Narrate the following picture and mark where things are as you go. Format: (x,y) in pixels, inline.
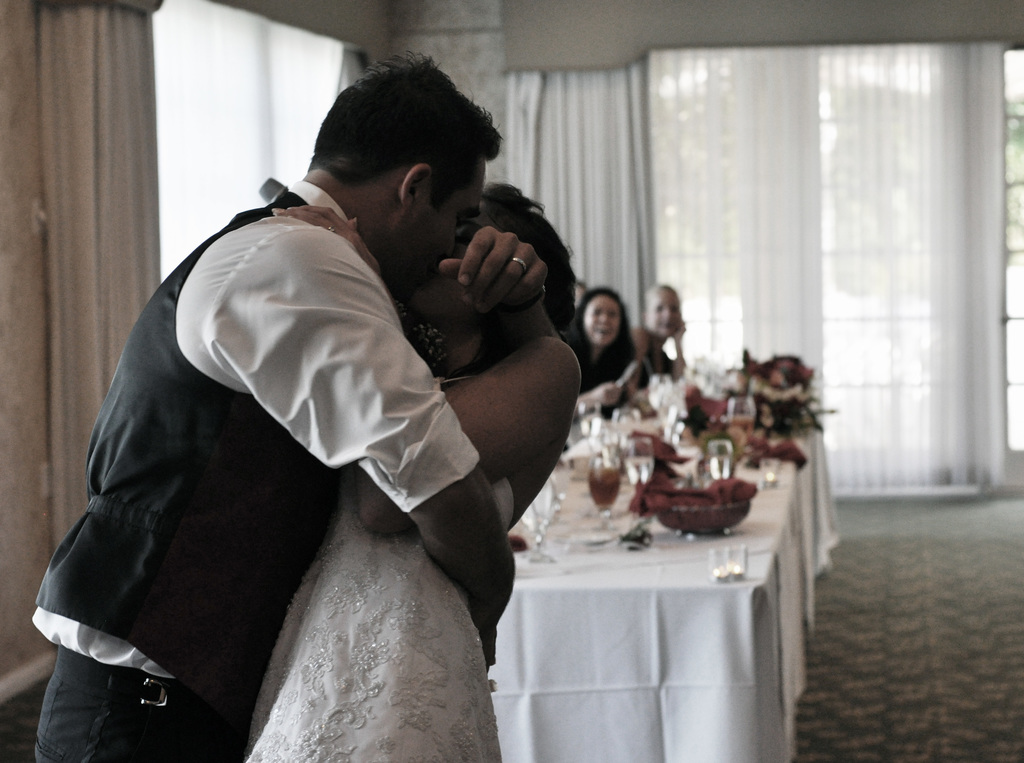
In the image there is a man (396,436) and woman (415,329) kissing in front (381,359) and beside them there is a table (603,611) with food (733,495) and glasses (731,471) on it, it seems to be a wedding hall (8,446).
